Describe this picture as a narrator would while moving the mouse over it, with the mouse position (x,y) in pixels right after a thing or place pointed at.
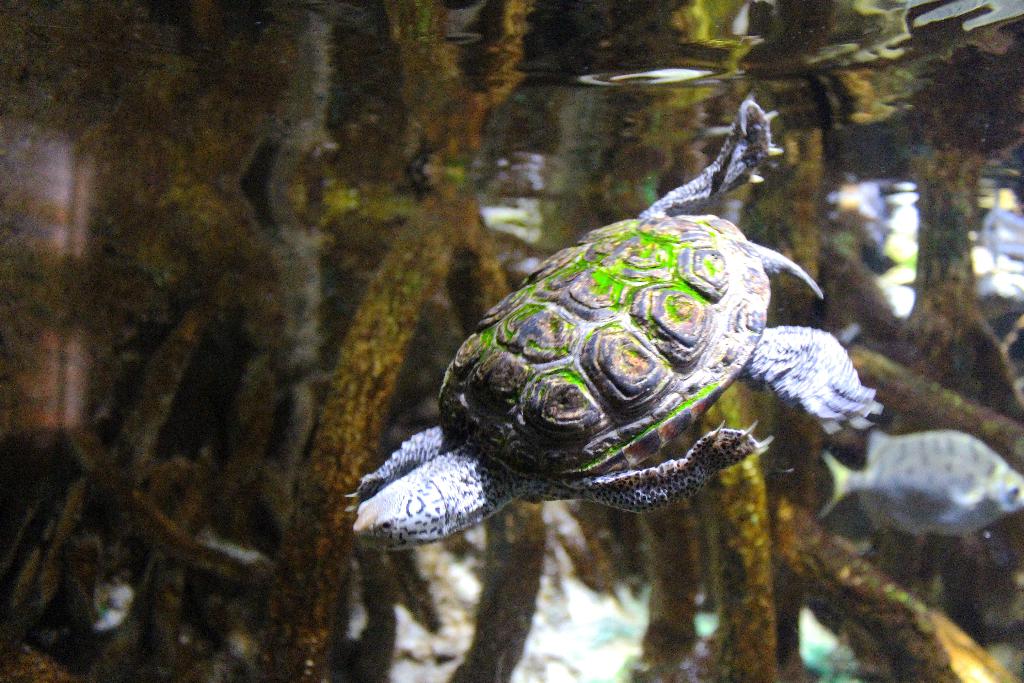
In this image we can see a tortoise (630,343), and a fish (968,489) in the water (783,293), also we can see underwater plants (1007,355).
